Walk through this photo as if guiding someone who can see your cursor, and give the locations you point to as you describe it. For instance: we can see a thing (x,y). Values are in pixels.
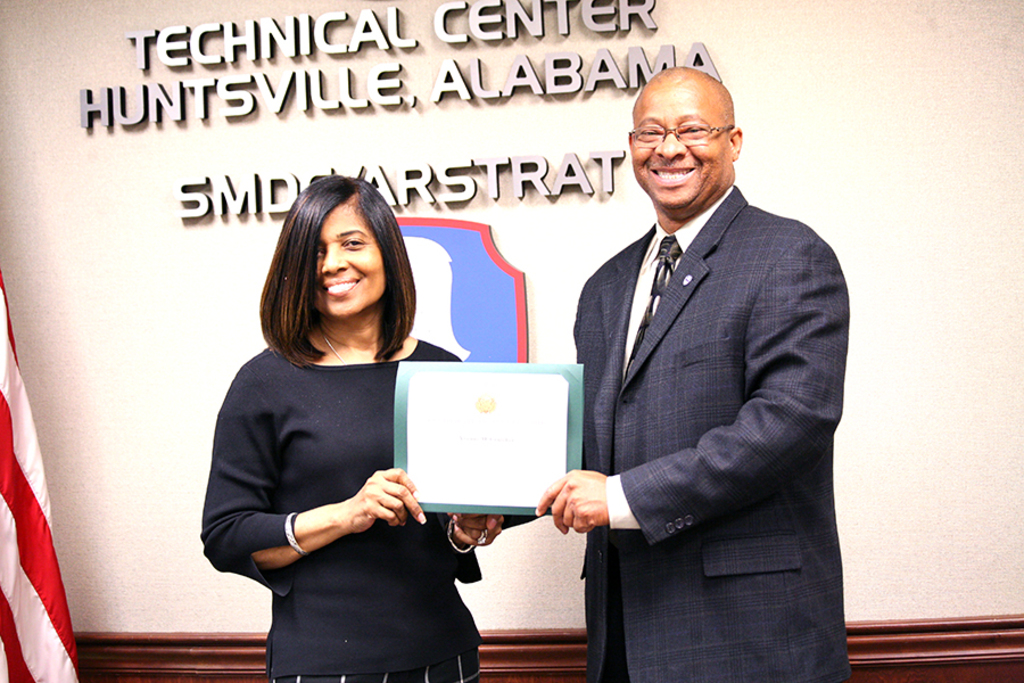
In the center of the image (343,340) there are two persons (312,366) holding a paper (555,433). In the background of the image (158,249) there is wall (125,507) and there is some text (497,35) on it. To the left side of the image (6,430) there is flag (57,624).
